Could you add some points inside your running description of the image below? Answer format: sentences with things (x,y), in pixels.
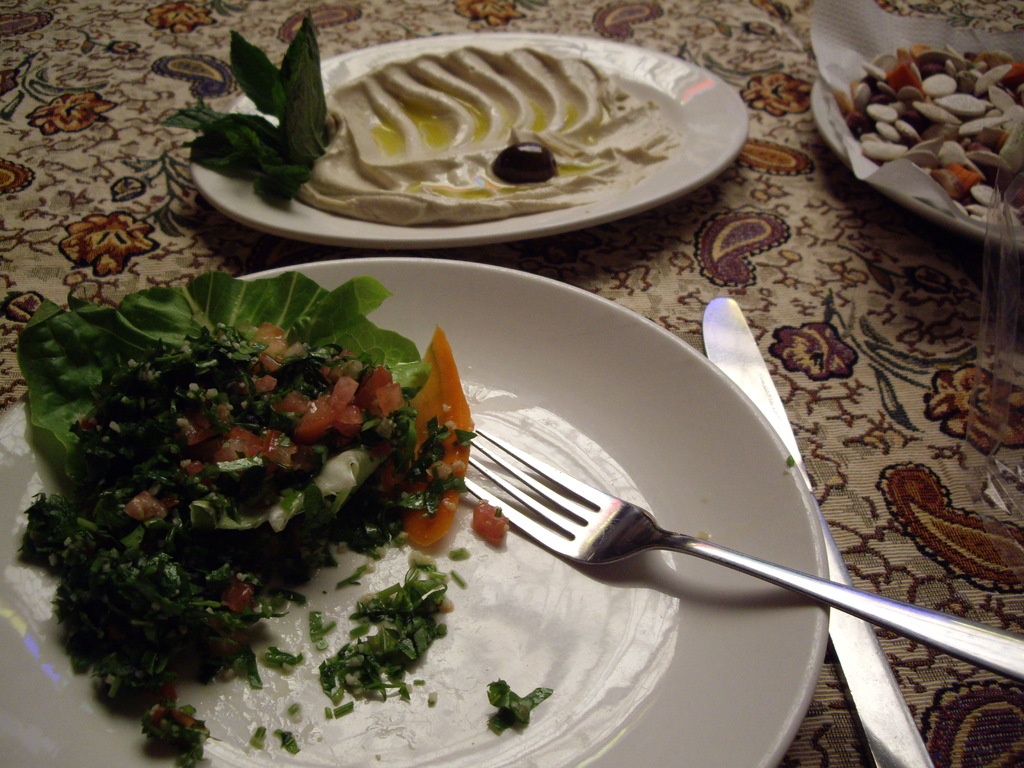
In this image we can see a cloth (767,137), on that there are plates (458,339) with some food items (480,163). And we can see a fork (641,520), knife (785,438), paper (870,31) and few objects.
